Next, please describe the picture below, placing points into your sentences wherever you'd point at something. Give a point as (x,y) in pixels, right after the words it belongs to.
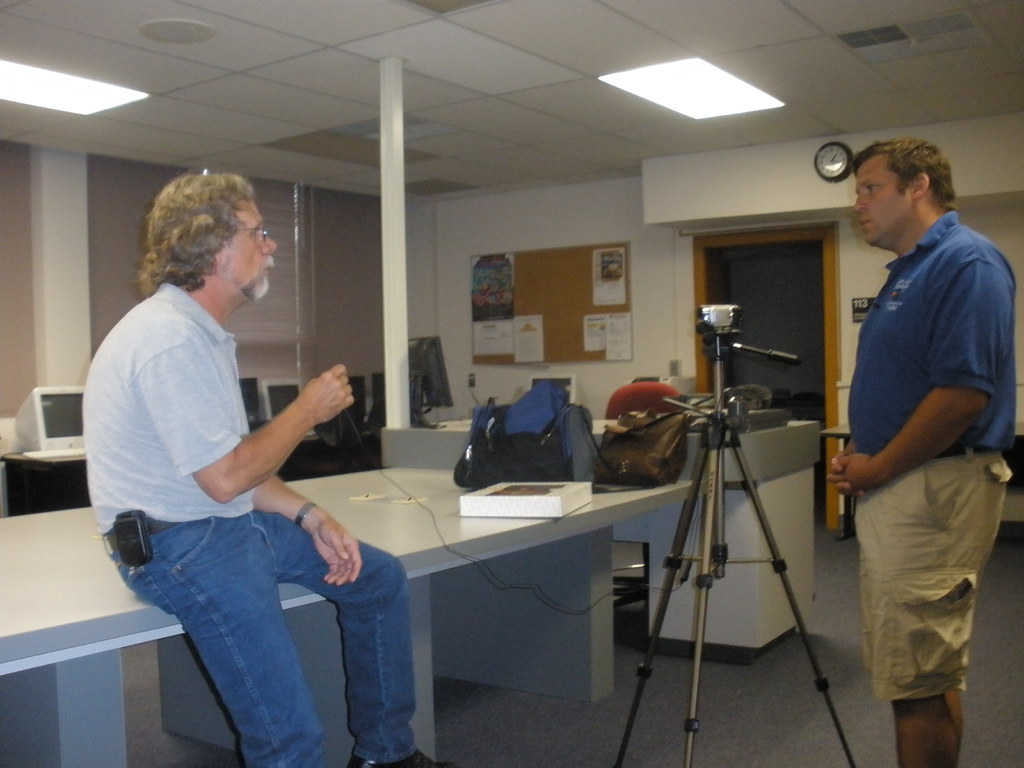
There is a room (1001,181) in which 2 men (906,364) are present. The person (886,423) on the right (931,335) is standing and wearing a blue t shirt (931,382) and shorts (930,595). Another person (123,436) on the left (189,497) is sitting and he is wearing a t shirt (114,504) and jeans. There are bags (530,448) and a book (481,503) on the table (491,518). There are monitors (408,360) at the back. There is a board (529,315) and a clock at the back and lights (31,83) on the top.
